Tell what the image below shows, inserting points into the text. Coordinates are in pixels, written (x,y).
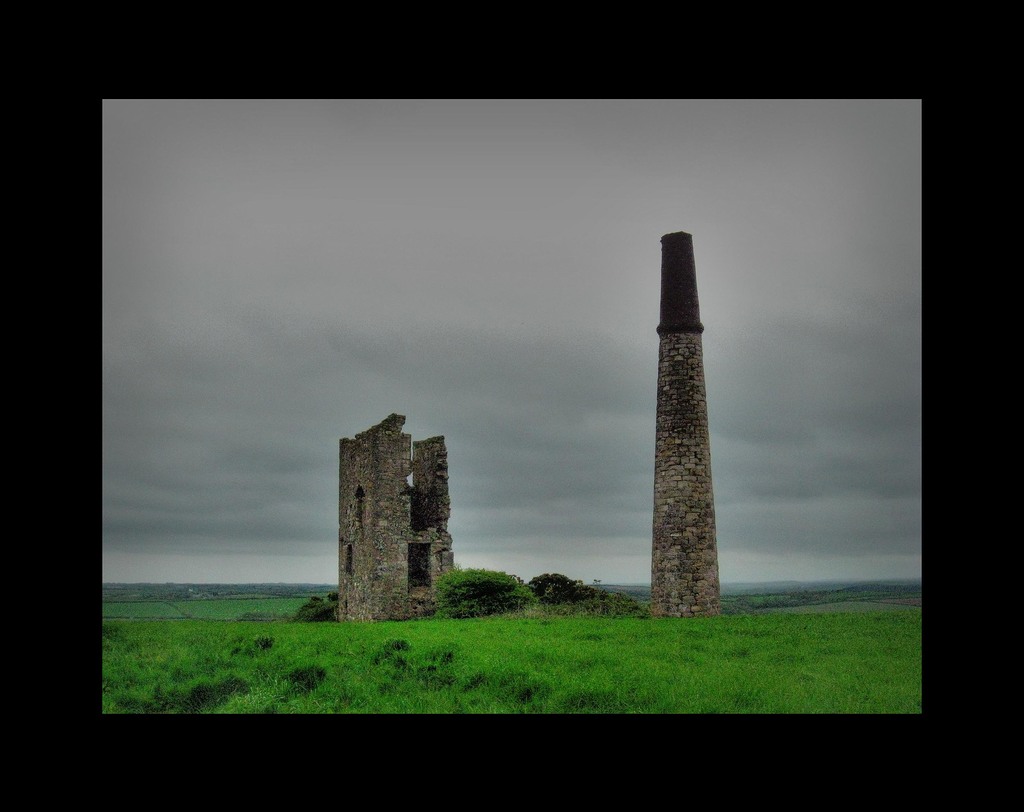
In this image we can see a tower (679,396) with bricks (681,498) and a destructed building (397,540) on the grass (467,646) and sky (495,334) in the background (429,282).
